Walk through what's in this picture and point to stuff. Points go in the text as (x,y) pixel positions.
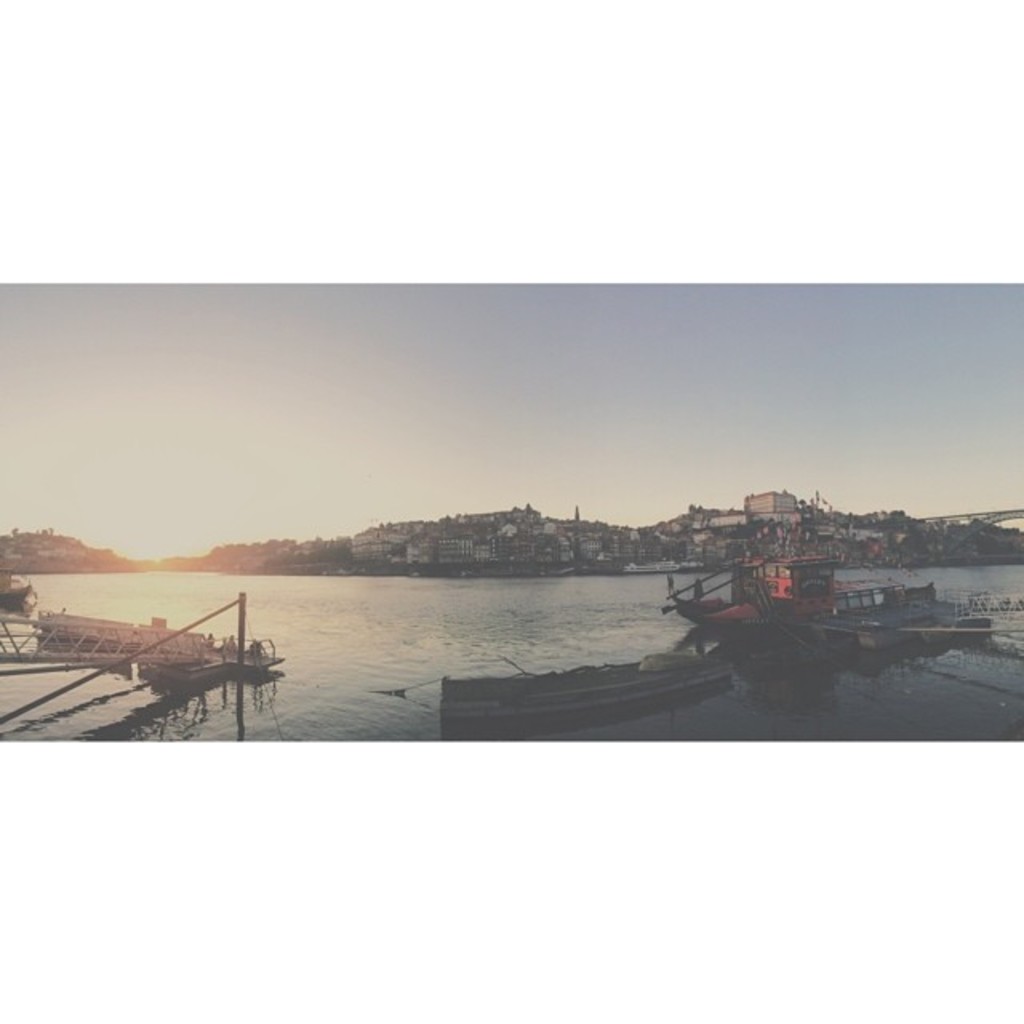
This image is taken outdoors. At the top of the image (319,309) there is the sky (464,416). At the bottom of the image (361,701) there is a river (324,618) with water (316,613). In the background (688,536) there are many houses (445,545) and buildings (389,535) and there are a few trees (906,517). On the left side of the image (96,637) there is a railing (92,650) and there is a boat (28,594) on the river (60,588). On the right side of the image (836,629) there are a few boats (819,624) on the river (970,669).
